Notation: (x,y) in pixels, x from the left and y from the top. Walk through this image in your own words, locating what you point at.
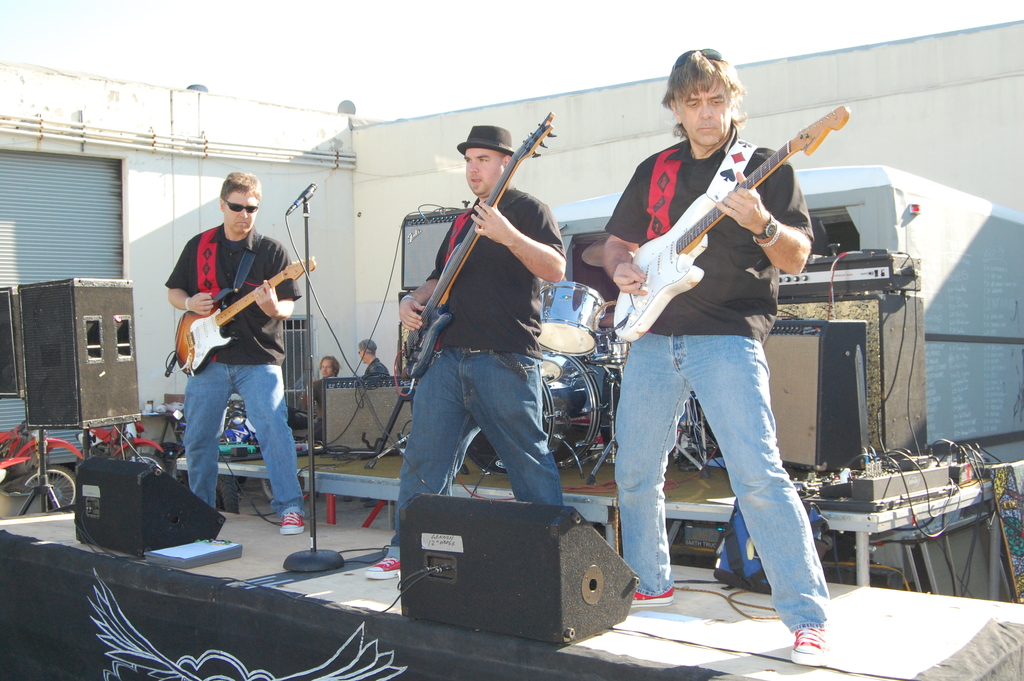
This picture is clicked outside. In the center (484,277) we can see the three persons (487,249) wearing black color shirts (269,260), standing and playing guitar (249,301) and we can see a microphone (303,197) attached to the stand (330,563) and there are some musical instruments (771,363) and we can see the cables (908,540). In the background (180,426) we can see two vehicles (112,447) and two persons (375,356). On the left corner (66,188) there is a shutter (76,212) and we can see the walls (306,131) and the sky (271,34).
